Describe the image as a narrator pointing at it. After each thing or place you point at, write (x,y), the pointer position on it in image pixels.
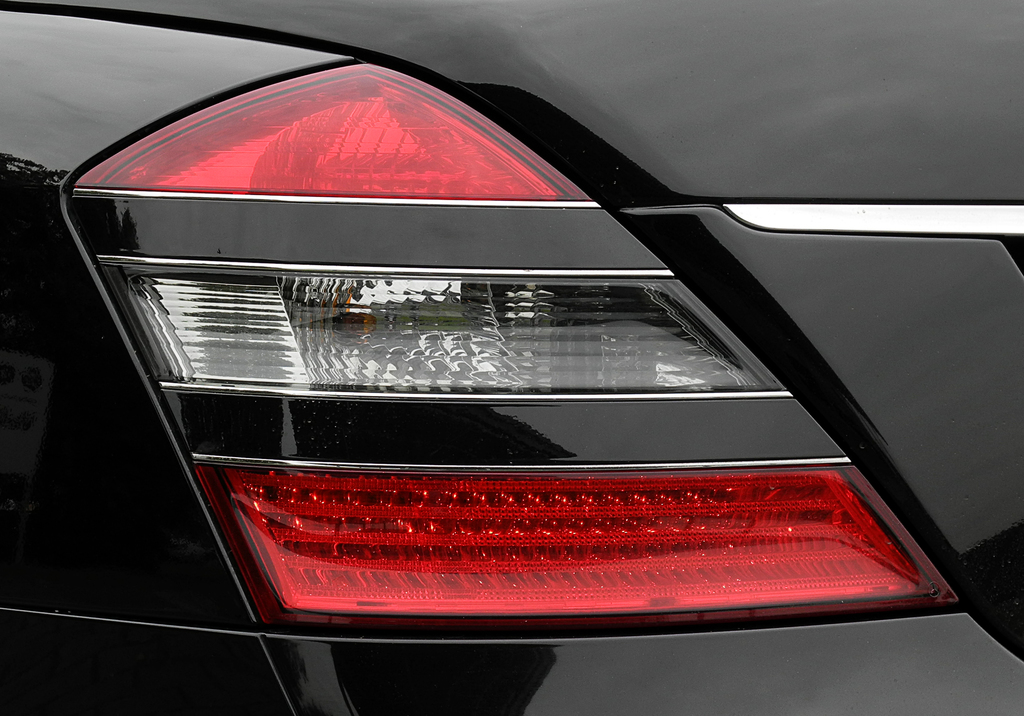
In this image we can see tail lamp (413,379) of a car (327,234).
